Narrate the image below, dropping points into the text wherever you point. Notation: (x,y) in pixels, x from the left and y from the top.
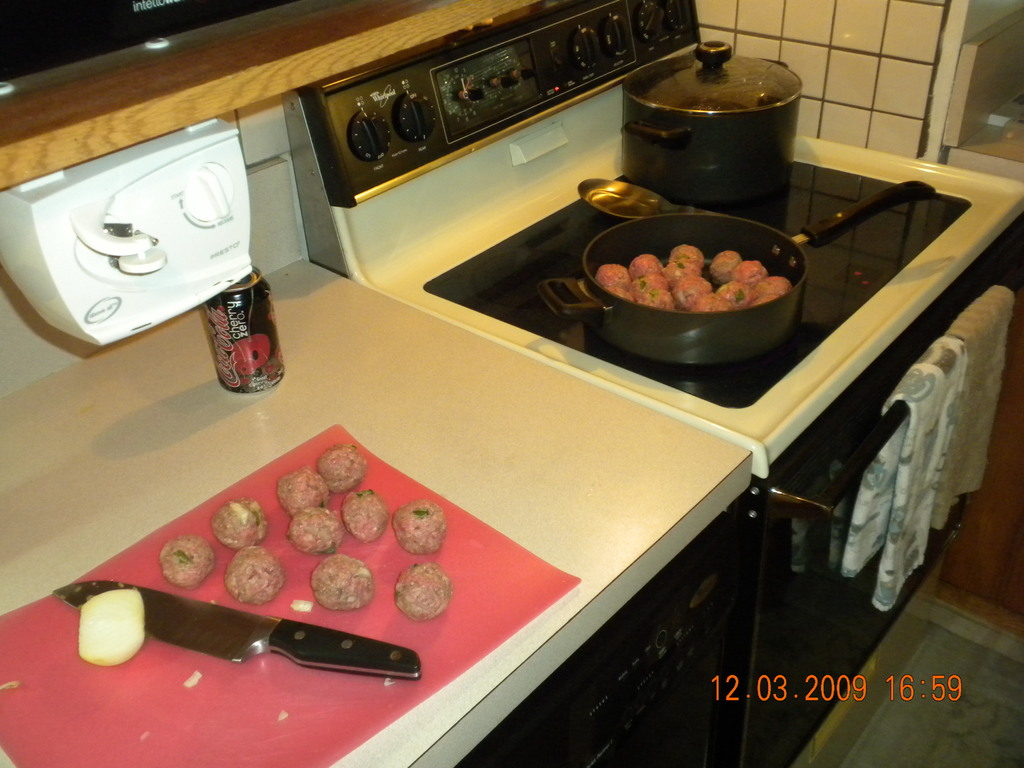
In this image I see the counter top (334,384) on which there is a can (262,347) and I see the white color thing (140,244) over here and I see a knife (161,605) and food (244,575) which is of red and white in color and I see the cloth (896,399) over here and I see the stove (524,311) over here and I see the floor (883,723) and I see the watermark (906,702) over here.
